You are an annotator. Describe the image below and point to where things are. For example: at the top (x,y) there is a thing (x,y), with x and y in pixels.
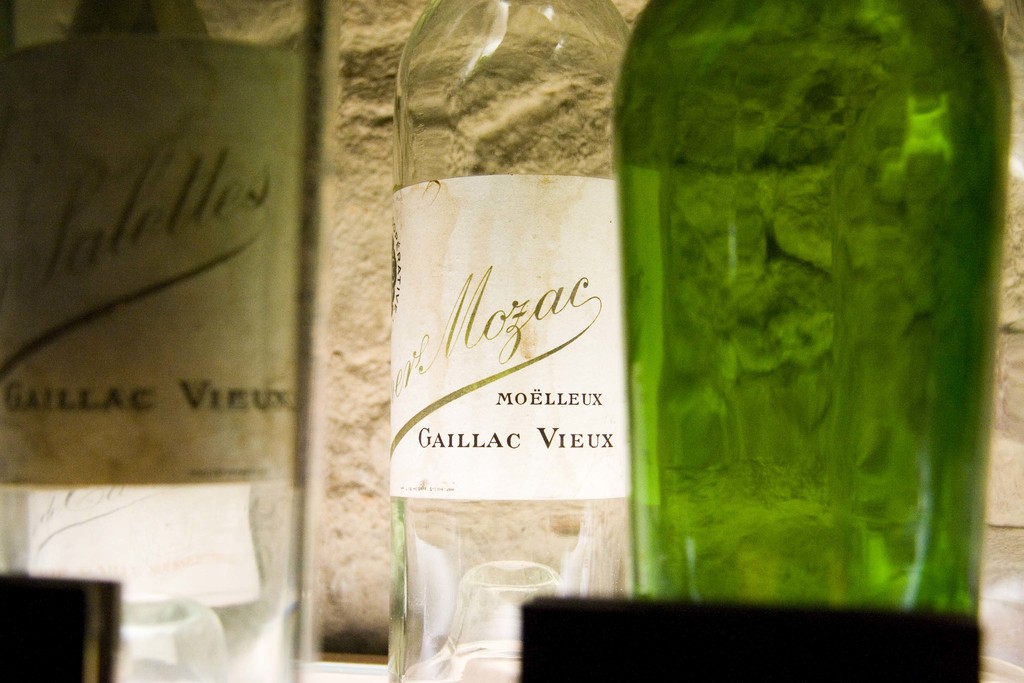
In this image there are three bottles (490,376). In the background (351,353) there is a wall (384,329).
